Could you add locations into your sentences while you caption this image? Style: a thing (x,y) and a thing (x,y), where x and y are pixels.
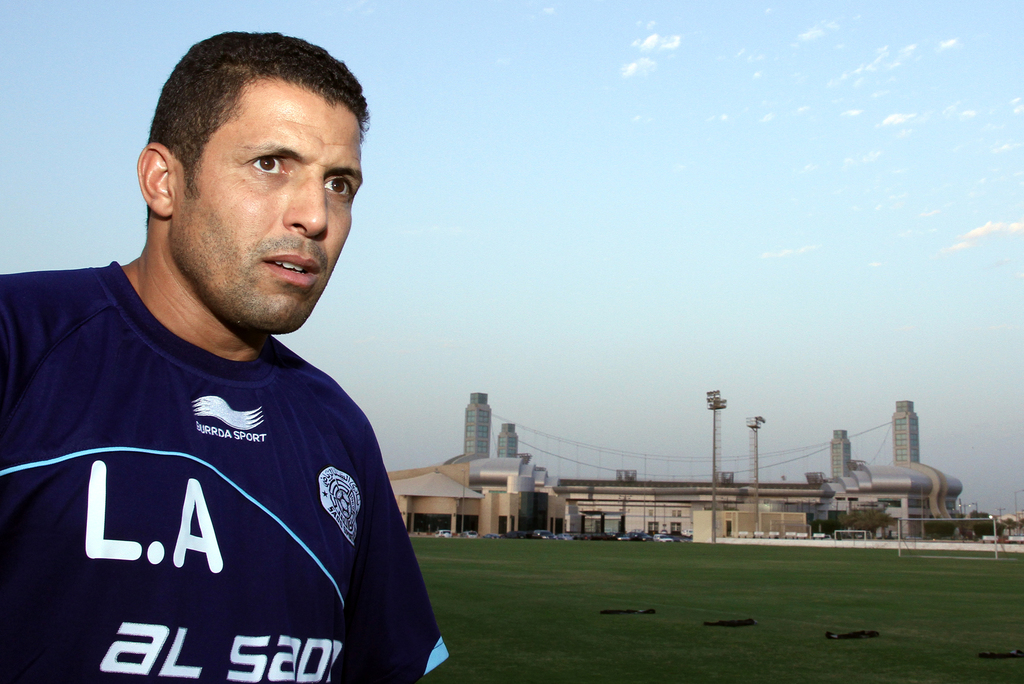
On the left side (197,428), there is a person (205,148) in violet color t-shirt (295,453), watching something. On the right side (993,610), there's grass (669,615) on the ground (723,615). In the background (397,242), there are poles (720,416) and there are clouds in the sky (755,134).
